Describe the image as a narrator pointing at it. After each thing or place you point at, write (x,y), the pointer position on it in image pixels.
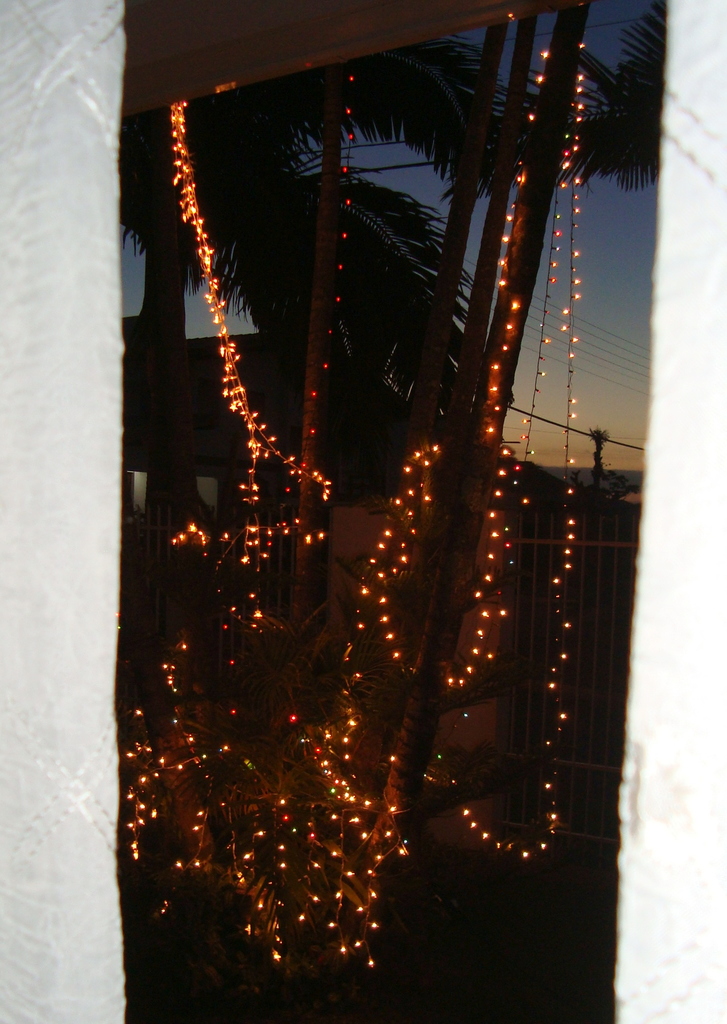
In this image we can see there are lights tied to the sticks (507,294). And at the back (320,351) it looks like a pole (491,555). And there are trees (178,288), fence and the sky (137,291).
